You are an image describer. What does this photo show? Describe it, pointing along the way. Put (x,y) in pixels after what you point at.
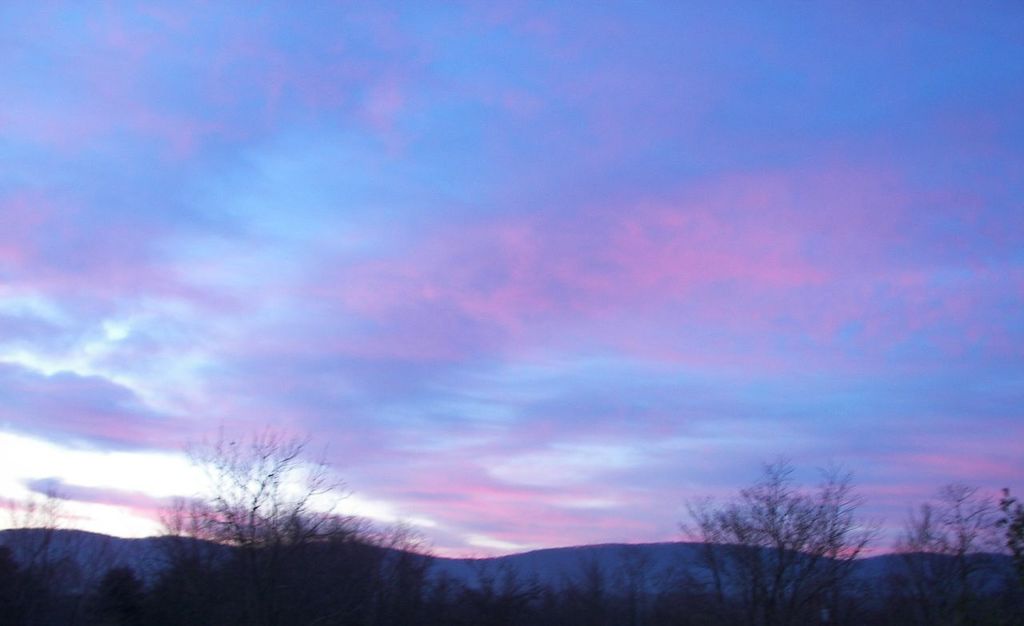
In this image I can see number of trees (382,587), clouds (455,393) and the sky (373,265).
